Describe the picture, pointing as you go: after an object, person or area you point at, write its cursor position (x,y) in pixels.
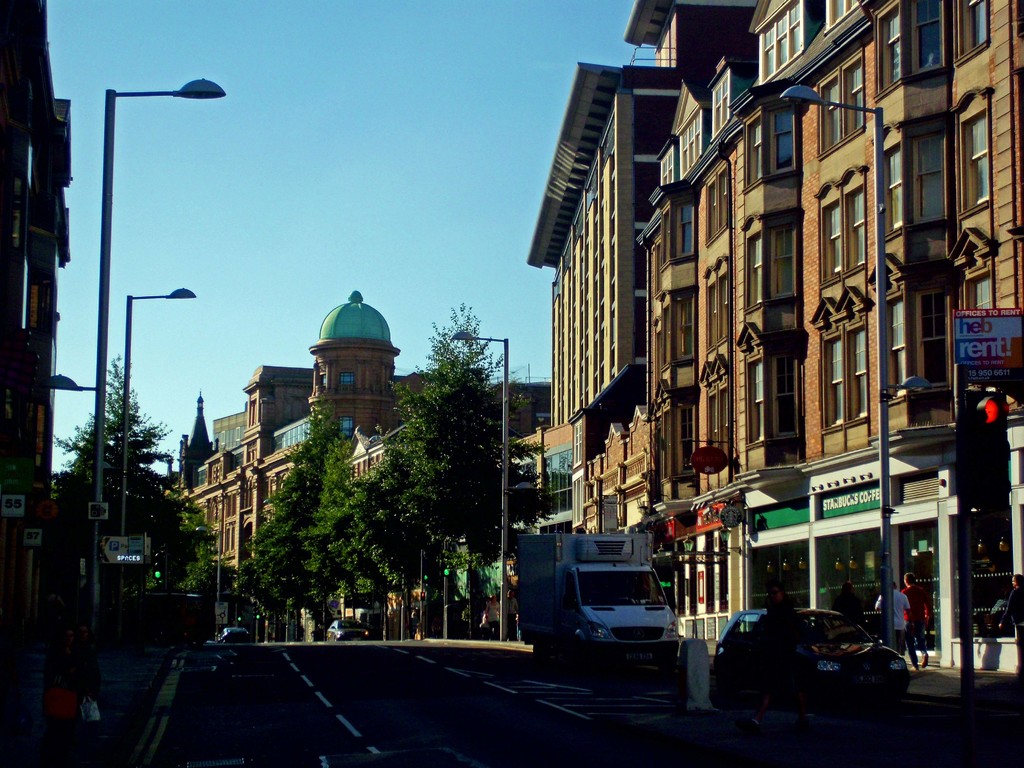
In this image there is a road (353,724) in the middle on which there are cars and vehicles (340,630). There are buildings (286,371) on either side of the road (349,650). At the top (325,189) there is the sky (331,261). On the footpath (132,645) there are poles (130,314) with the lights (198,93). There are stores (846,548) below the buildings (816,388).
